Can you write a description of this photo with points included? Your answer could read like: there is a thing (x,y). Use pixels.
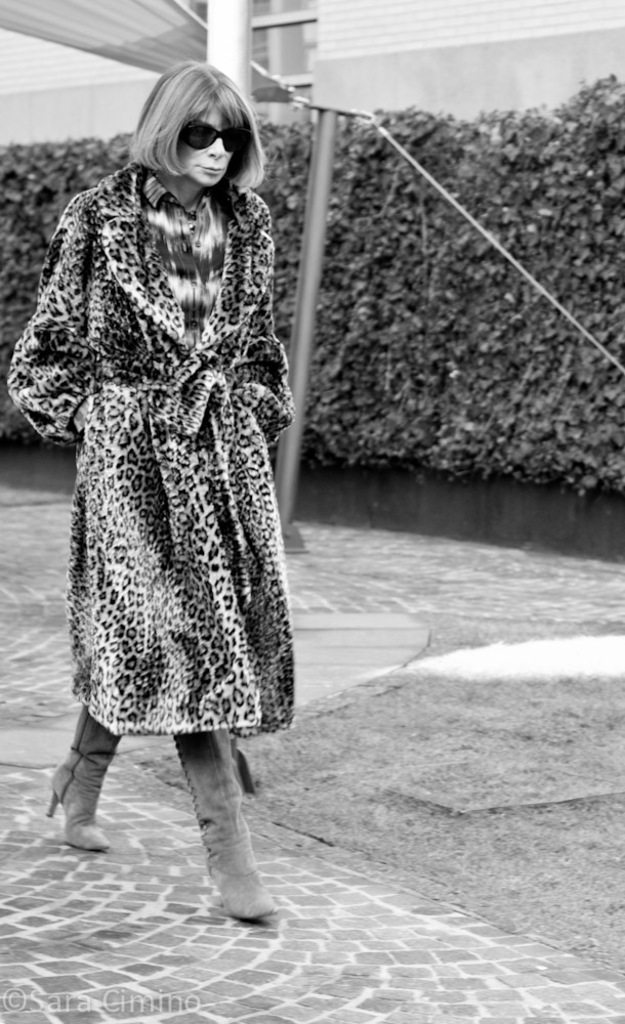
This picture is a black and white image. In this image we can see one woman (198,627) with black sunglasses (231,143) walking, some plants (472,181) near the building (332,90), one big pole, some text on the bottom left side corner of the image, some grass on the ground (321,910), one object (143,15) and one wire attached to the pole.
